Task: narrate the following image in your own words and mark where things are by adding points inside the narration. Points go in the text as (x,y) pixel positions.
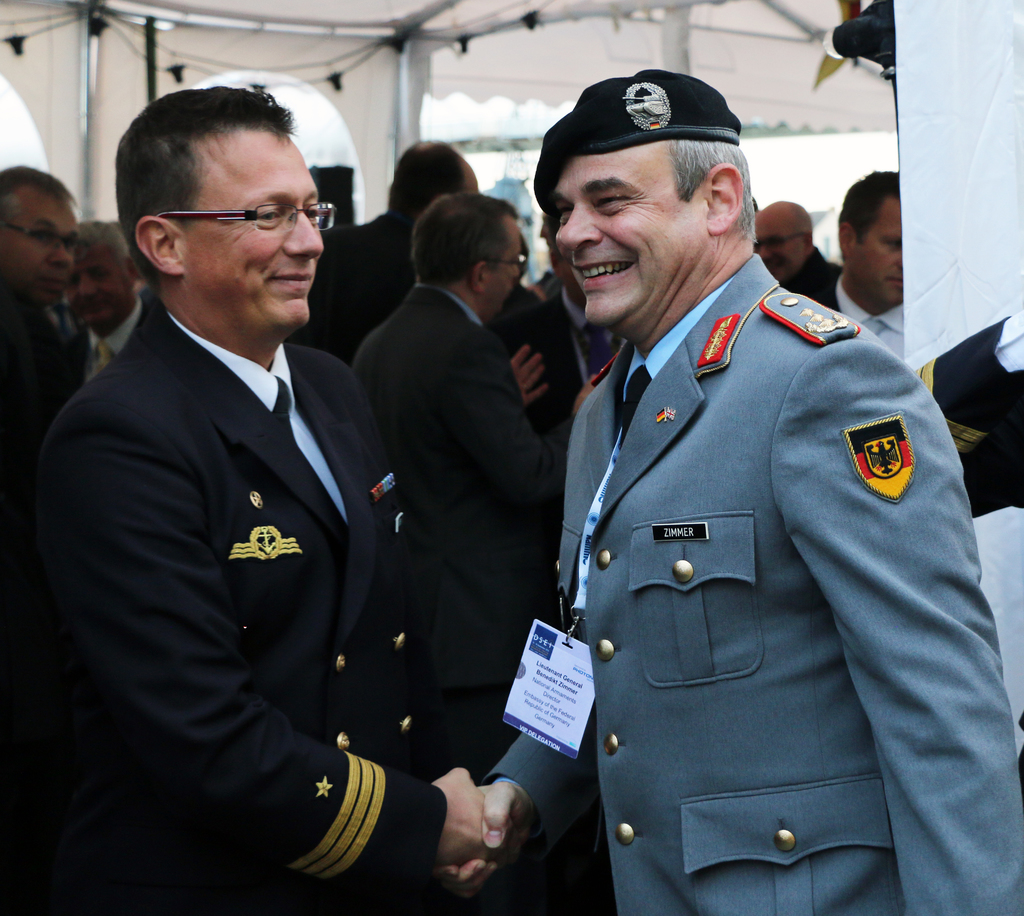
There are two men (628,237) standing and smiling. They are handshaking each other. In the background (410,402), I can see a group of people (474,245) standing. I think this is a tent (502,31).
